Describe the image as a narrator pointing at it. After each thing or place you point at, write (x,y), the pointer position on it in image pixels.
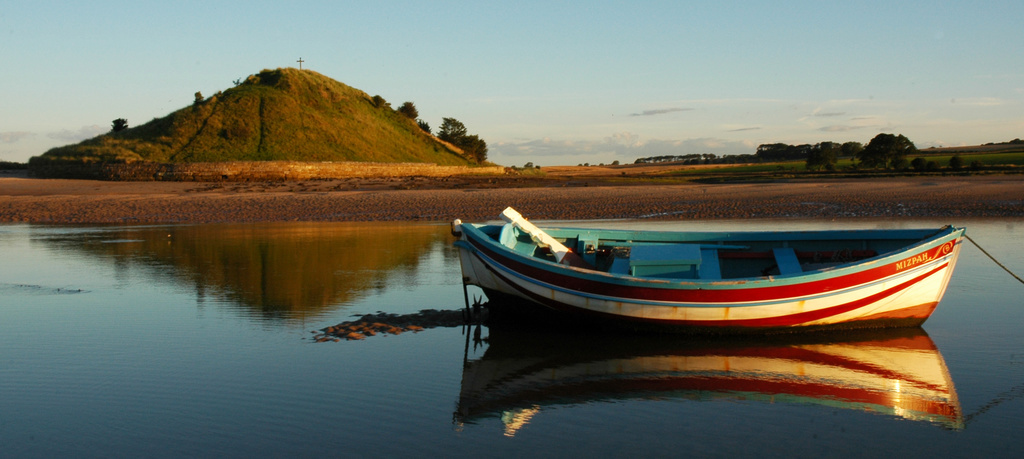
In this image we can see a boat (607,270) on the water (610,343). Behind the water (430,246) we can see the hills (296,123) and a group of trees (659,157). At the top (624,150) we can see the sky (629,50).
